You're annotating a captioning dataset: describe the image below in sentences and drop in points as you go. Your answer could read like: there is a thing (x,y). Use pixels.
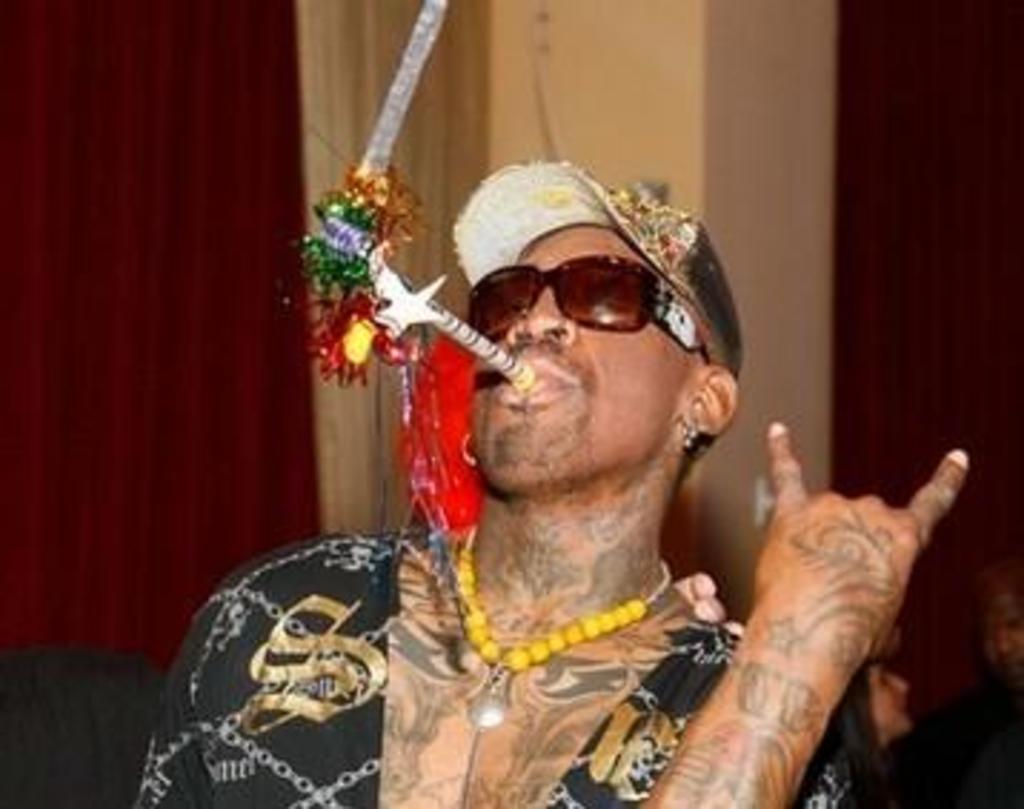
In this picture we can see a person (302,566) kept a colorful object (432,390) in his mouth (540,372). We can see a goggles (532,275) and a cap (706,286) on his head (709,410). There are a few people (882,739) visible on the right side (915,783). We can see maroon curtains (32,303) and it seems like a pillar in the background (22,415).
